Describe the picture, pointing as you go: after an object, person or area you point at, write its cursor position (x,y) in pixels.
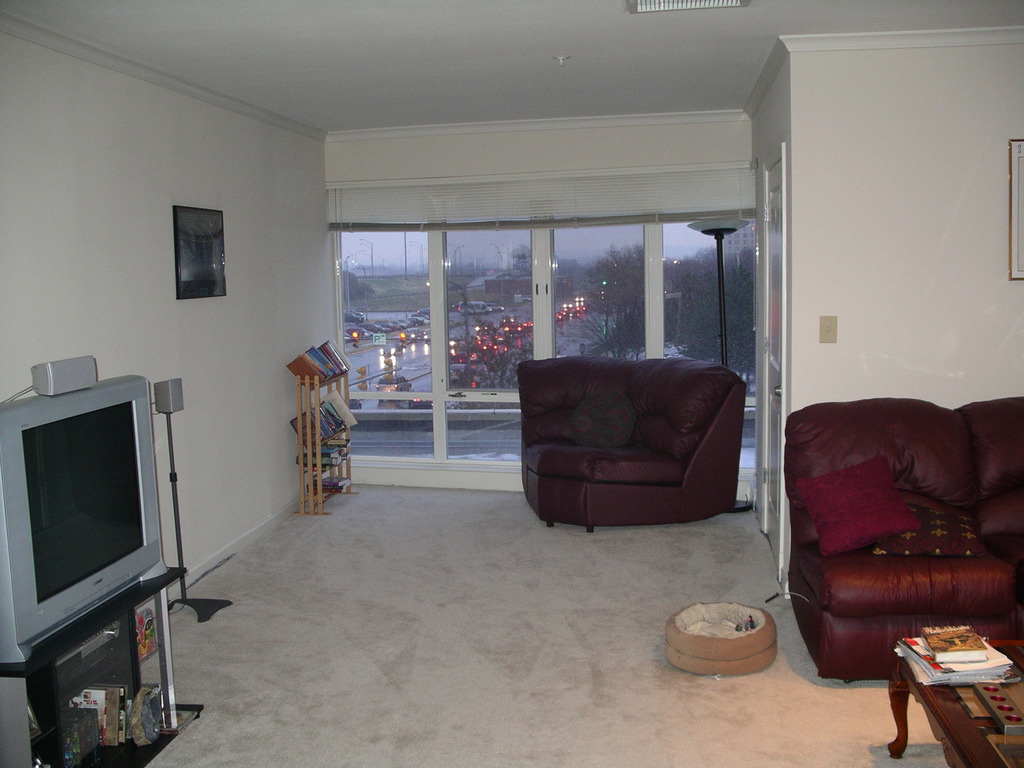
It's a closed room (633,434) where on the right corner of the picture (870,525) there is one sofa (885,590) with pillows (873,509) on it and in the left corner of the picture (74,681) there is a tv (80,496) on the stand (103,661) behind it there is a wall (163,281) with a photo (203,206) on it and on the corner of the picture there is a books rack (311,443) and opposite to that there is a small sofa (635,484) with a pillow (599,442), behind that there are glass doors (590,344) and outside of the room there are cars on the roads (407,349) and number of trees (606,315) are there, coming to the right corner of the picture (975,737) there is table (932,688) and books (975,667) on it and in the middle of the room (681,636) there is a small cat bed (737,646) is there.
